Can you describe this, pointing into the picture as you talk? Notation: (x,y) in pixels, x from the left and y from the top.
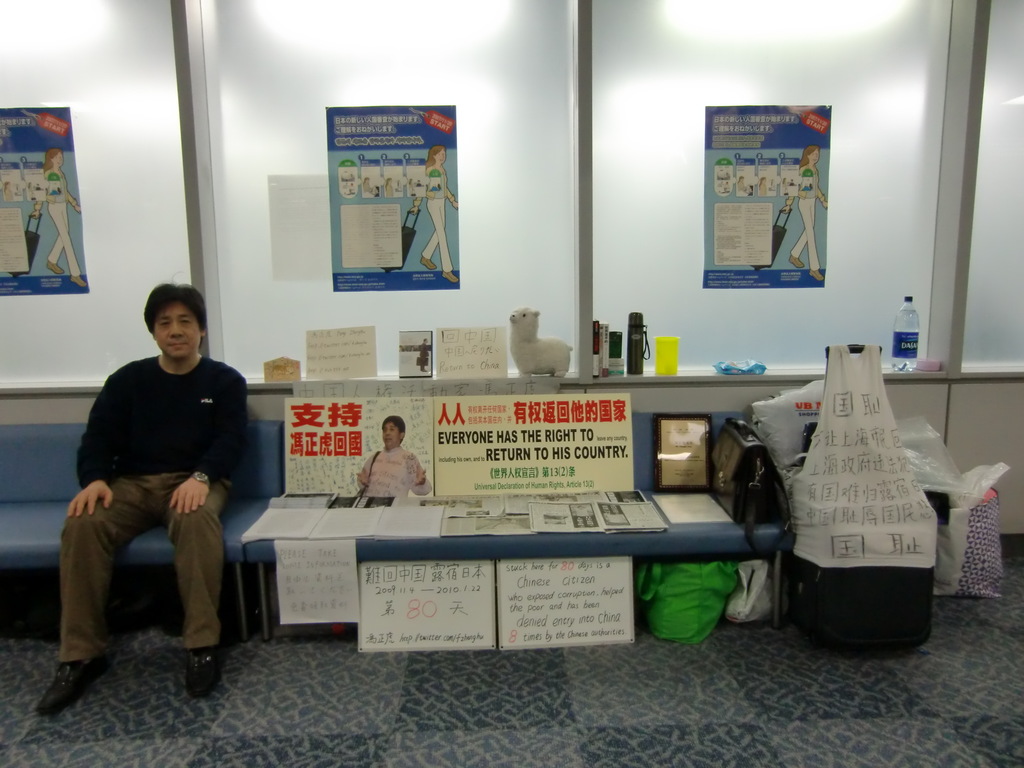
A man (172,455) is sitting on the chair (256,487) beside him there are posters (387,468), papers (457,499), bag (729,466), frame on the chair (647,483). Behind him there are posters (405,179), toy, water bottle (636,351) and a cup (665,359).
